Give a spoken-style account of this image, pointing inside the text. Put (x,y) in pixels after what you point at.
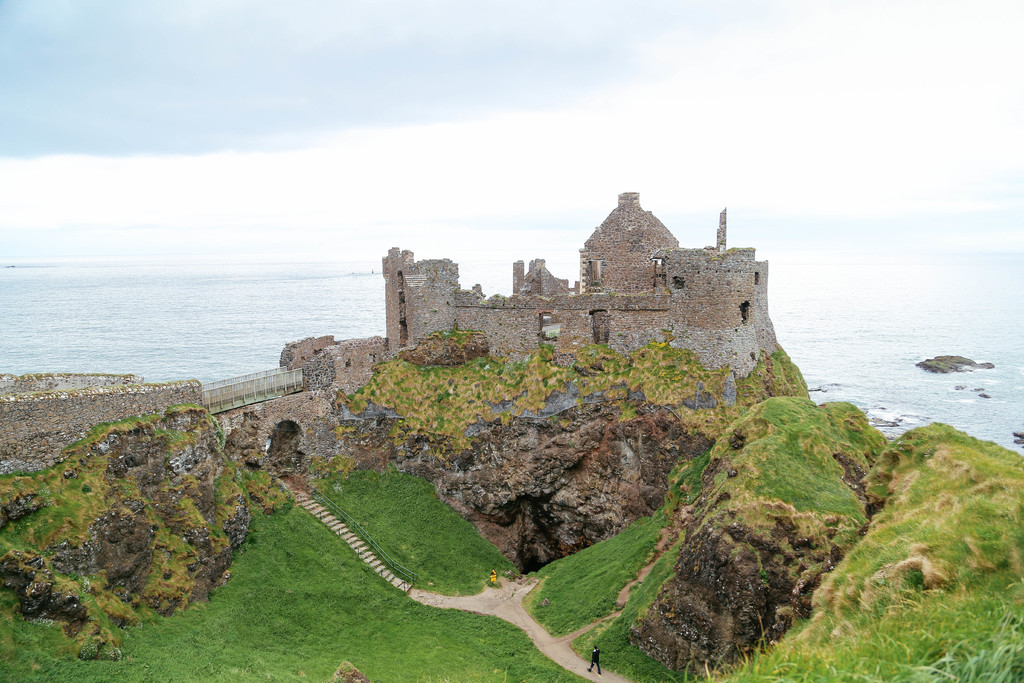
In this image we can see grass (409,549), a man (595,661) walking on the ground (494,599), a building (419,336), bridge (292,372), water (842,330) and sky (329,169) at the background (229,378).
